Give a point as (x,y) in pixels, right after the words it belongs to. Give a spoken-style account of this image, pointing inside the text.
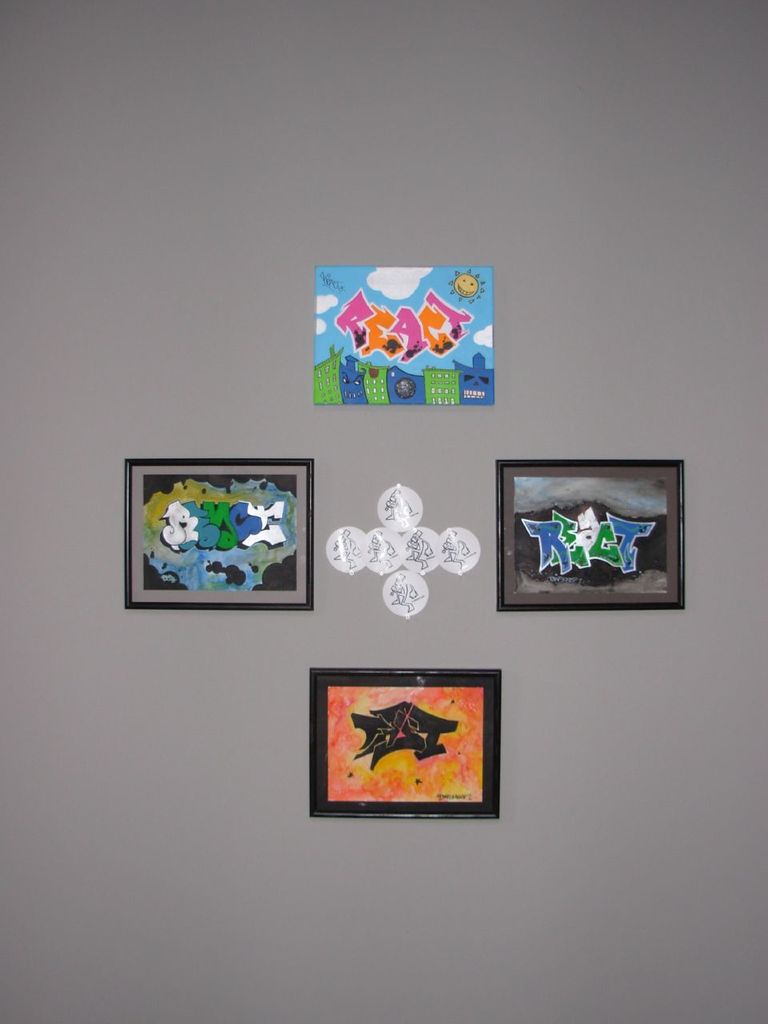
In this image I can see few frames (512,524) and few white color objects (390,530) are attached to the grey color surface (270,264).
